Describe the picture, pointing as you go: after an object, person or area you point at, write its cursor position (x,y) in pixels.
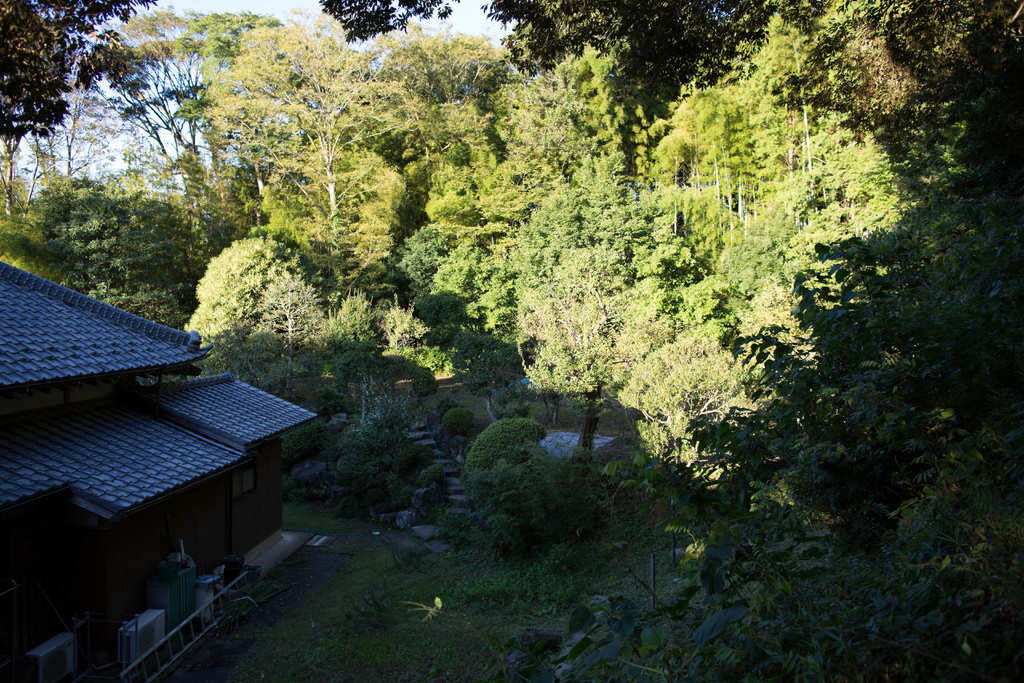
In this picture we can see a house (85,450), ladder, grass (365,563), stones (417,424), trees (394,241) and some objects (235,568) and in the background (103,121) we can see the sky (118,152).
